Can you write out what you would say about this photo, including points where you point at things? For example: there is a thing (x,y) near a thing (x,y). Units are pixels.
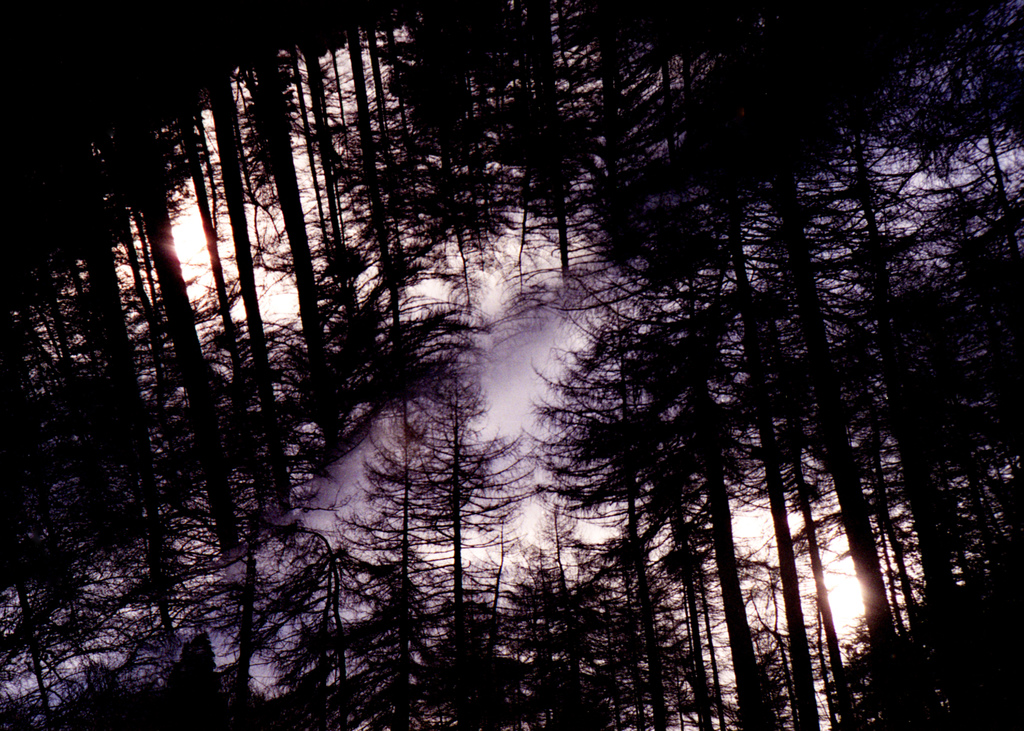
In this image I can see trees (396,347) and the sky (487,366). This image is taken may be in the forest (653,380).
